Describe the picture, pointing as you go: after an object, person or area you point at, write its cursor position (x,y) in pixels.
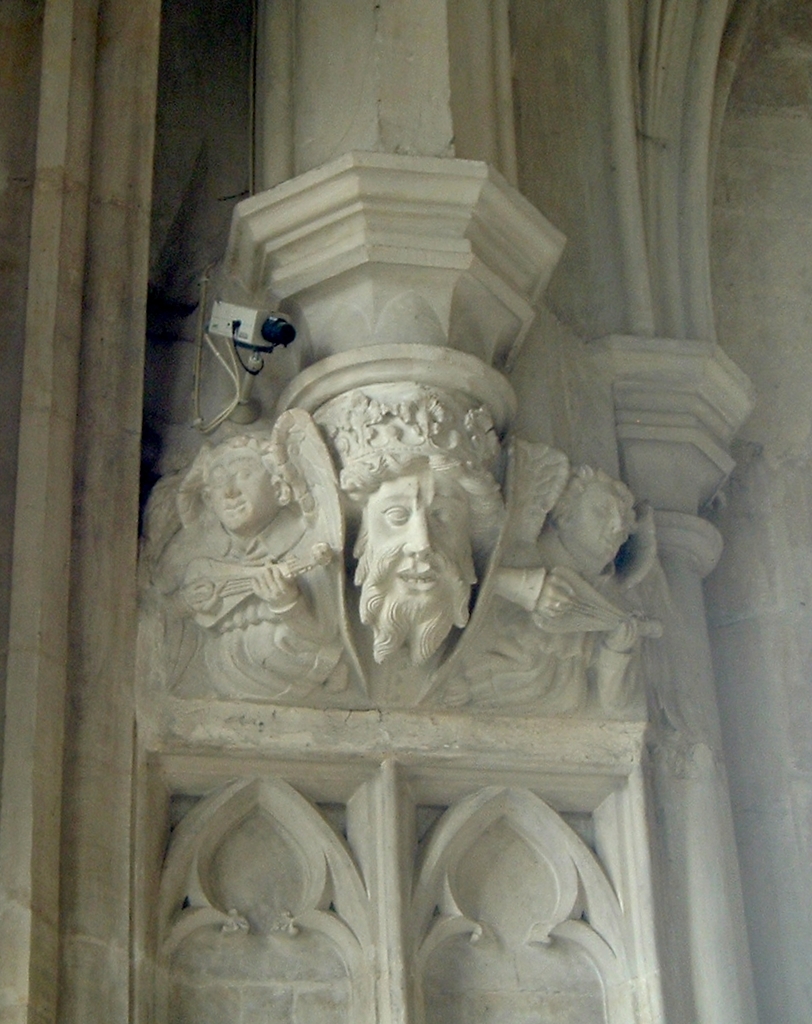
In this image, we can see some sculptures (404,628) carved on the wall (193,396) and we can see a camera (229,309) on the wall (222,284).
